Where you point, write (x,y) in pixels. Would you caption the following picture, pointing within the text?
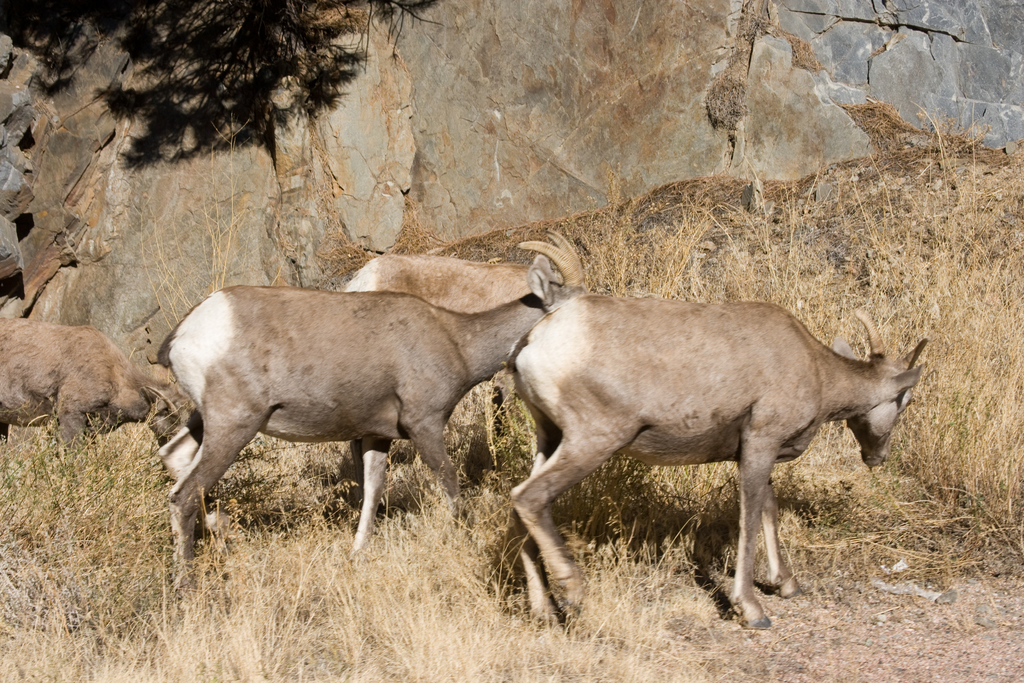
In this image we can see some goats (485,290) on the ground (489,493). We can also see some grass (656,467), stones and the rock (433,202).
